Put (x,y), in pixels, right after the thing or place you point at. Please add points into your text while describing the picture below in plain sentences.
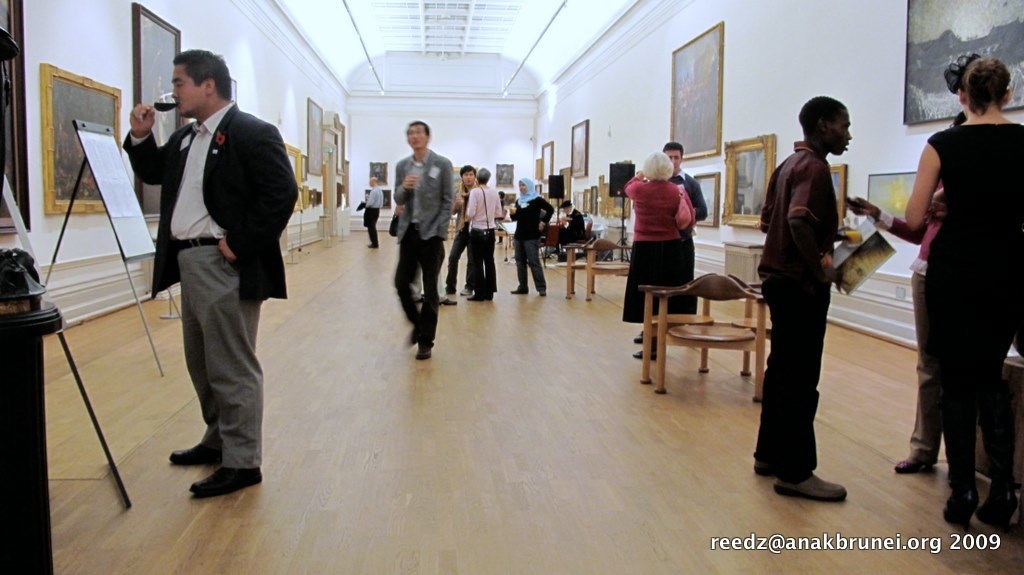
In this image there are people (811,428). There are sceneries (147,34) on both the walls (38,71). There are chairs (590,278). We can see white color wall (356,157) in the background (540,112). There are display boards (124,207).
